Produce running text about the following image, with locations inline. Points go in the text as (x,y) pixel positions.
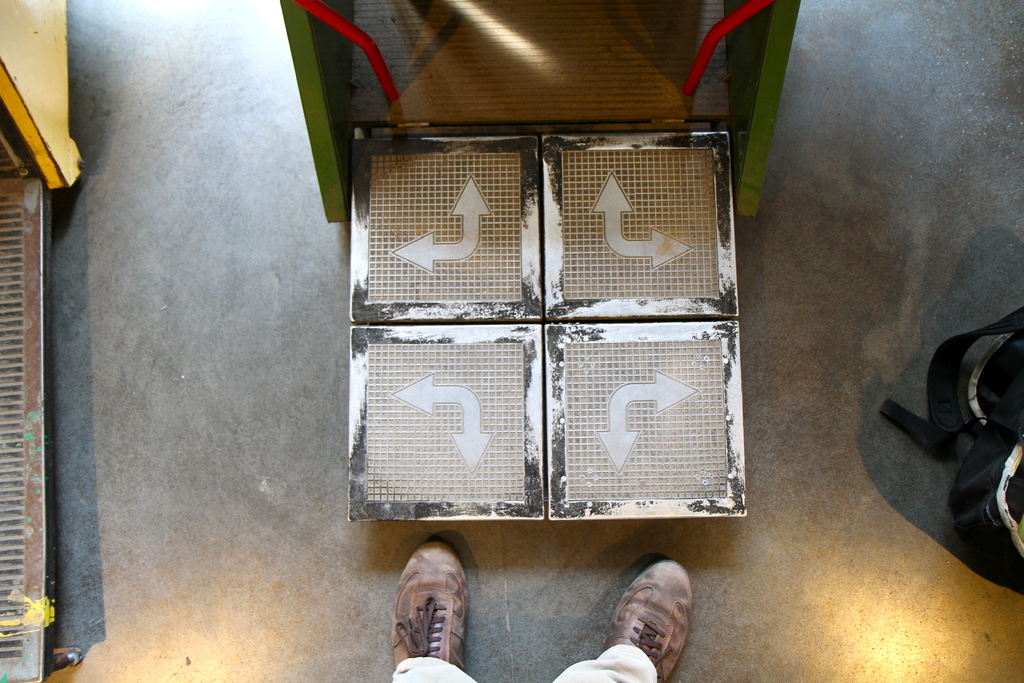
In this image we can see one bag (1009,404) on the floor (898,502), two machines (618,136) and two legs (621,671) of a person (430,621) with brown shoes (420,637).
